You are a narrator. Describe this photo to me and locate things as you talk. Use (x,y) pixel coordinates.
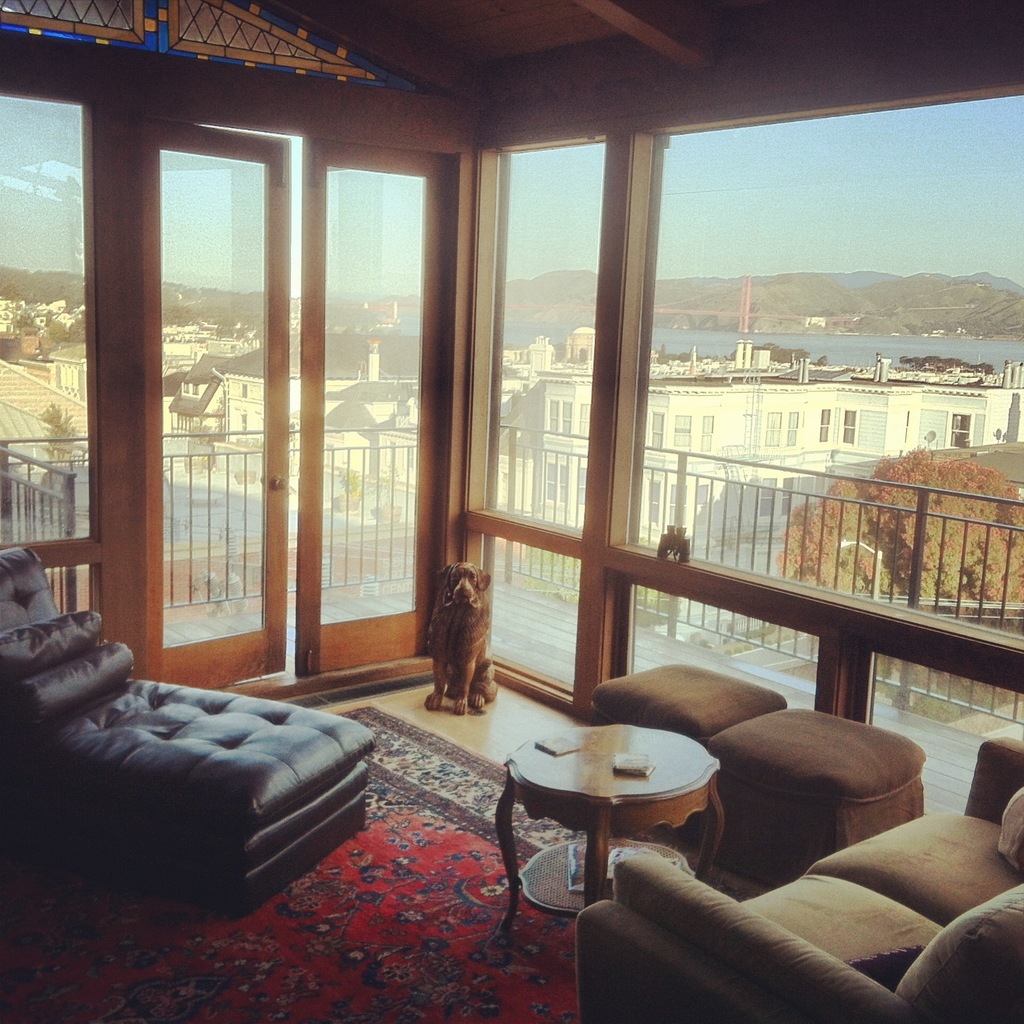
In the image we can see there is a dog (466,596) in a room (479,484) and there are chairs (45,718) and sofa (971,858) and at the back (684,362) there are buildings (754,400).
